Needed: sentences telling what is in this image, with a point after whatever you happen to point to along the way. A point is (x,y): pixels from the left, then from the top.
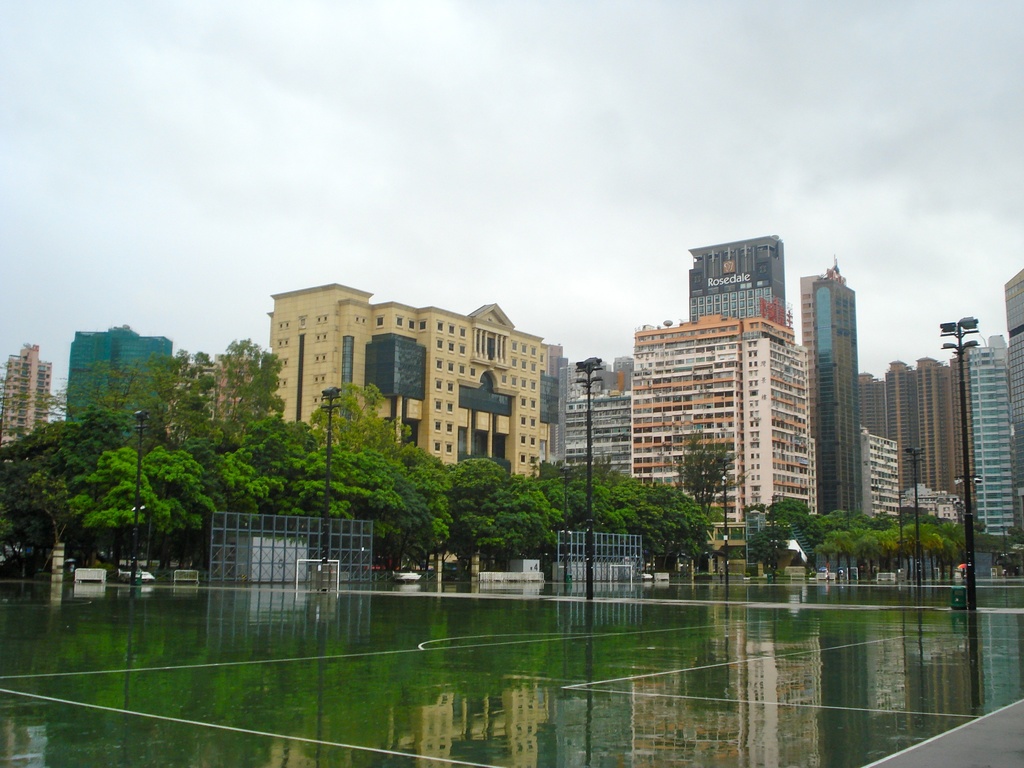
In the center of the image (567,262) we can see the sky (553,213), clouds (527,196), buildings (994,417), trees (542,482), poles (566,492), water (676,617) and a few other objects (799,551). On a building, we can see some text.
